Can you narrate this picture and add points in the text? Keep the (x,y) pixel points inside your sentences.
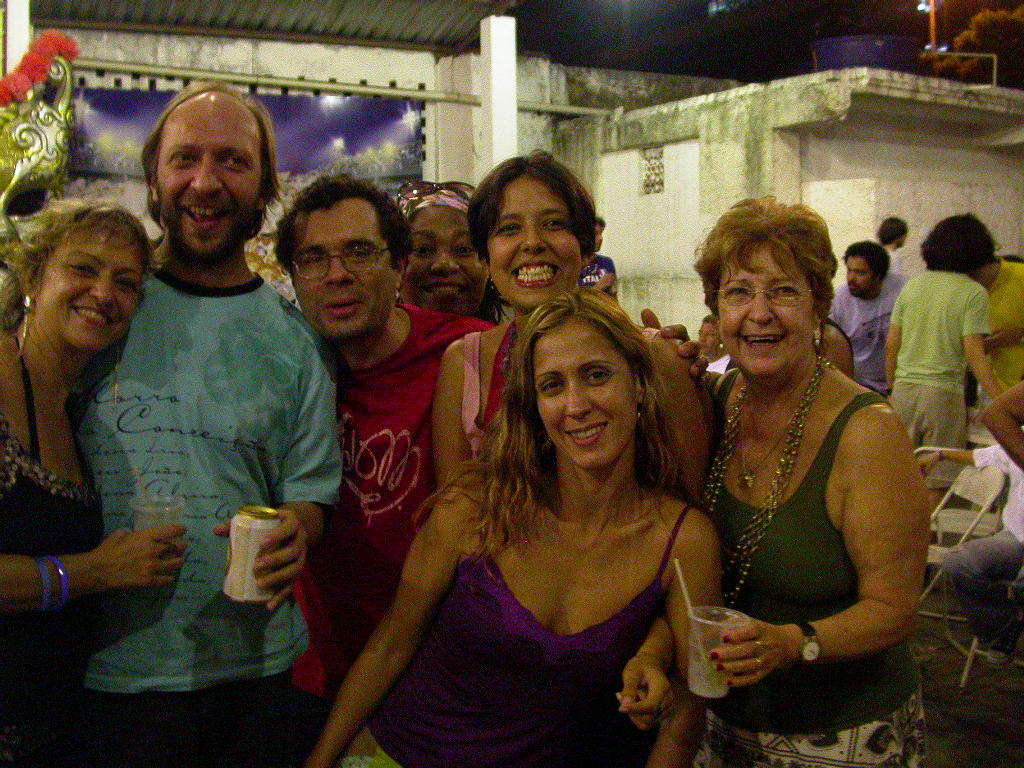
In this image there are seven people (421,487) smiling for the photograph. Out of seven people (202,509) three (211,519) are holding drinks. In the background (968,328) there are also few people (871,272). On the left (40,150) there is a mask (36,177). On the right (979,17) trees (979,35) are visible. Wall (683,118) and roof (378,31) is also present.
